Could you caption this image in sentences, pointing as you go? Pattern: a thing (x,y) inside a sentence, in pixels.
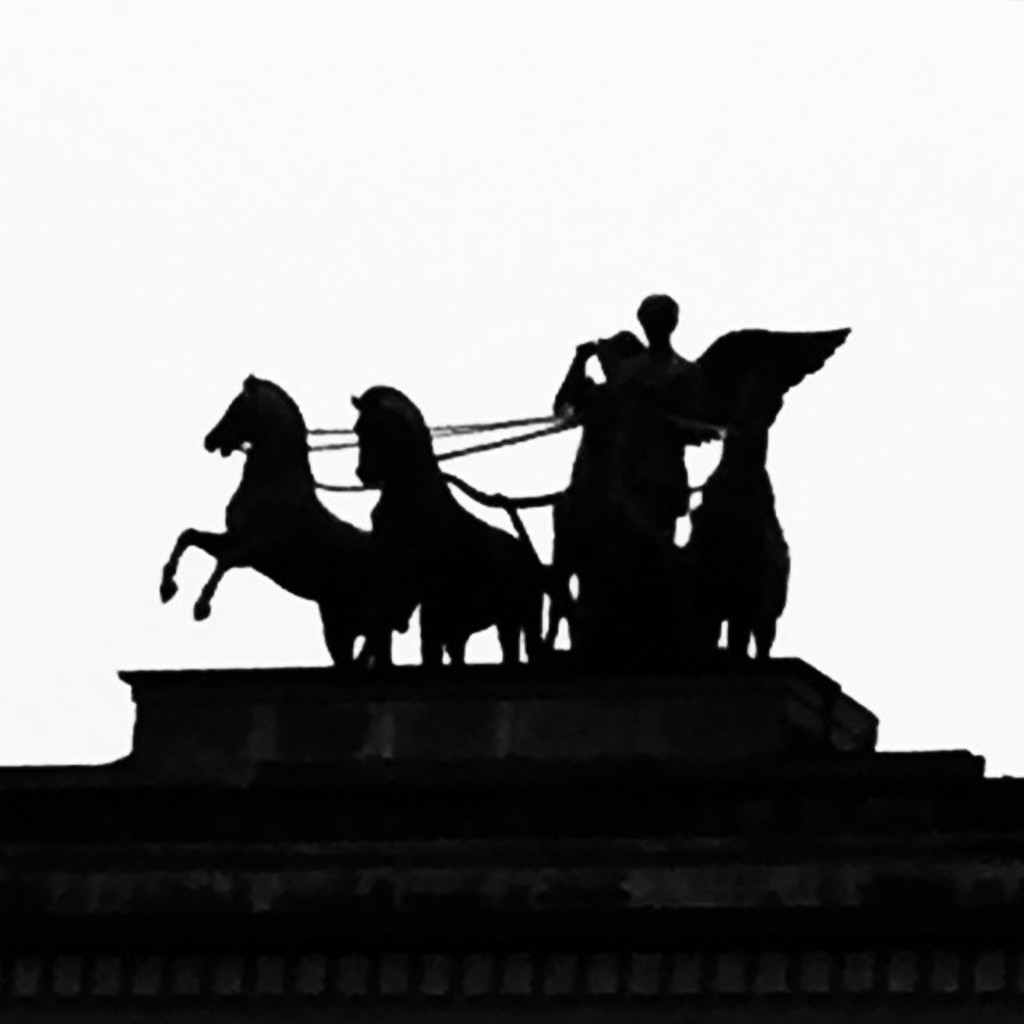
Front we can see a black statue (601,465). Background (72,237) it is in white color.
